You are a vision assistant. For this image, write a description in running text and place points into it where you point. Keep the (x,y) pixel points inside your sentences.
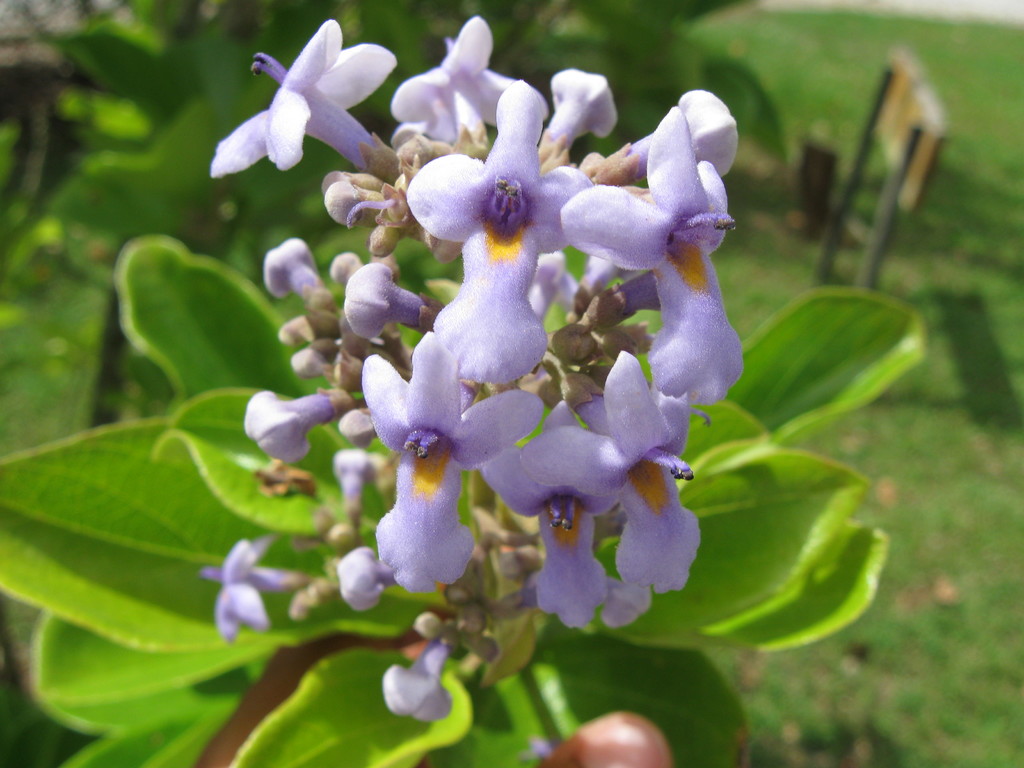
In this image we can see purple color flowers (457,325) and leaves (209,452).
